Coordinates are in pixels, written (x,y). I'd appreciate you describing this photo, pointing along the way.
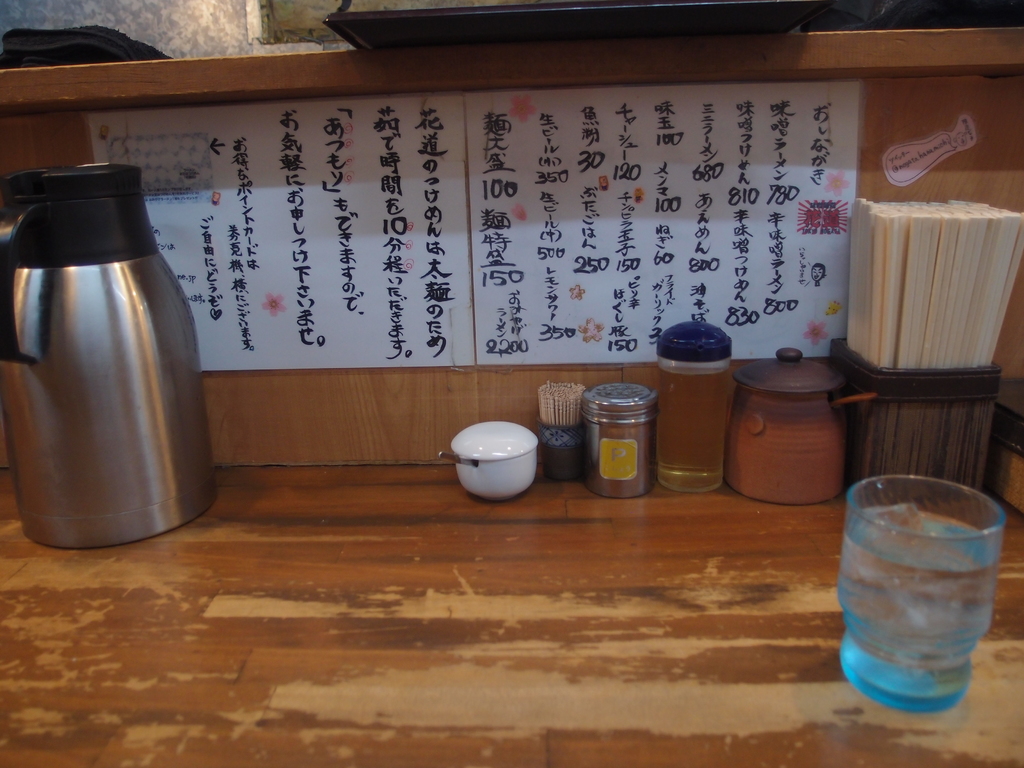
This picture contain a table (300,576) on which flask (162,456), cup (487,467), steel box (600,456), jar (670,426), pot (779,449) and water glass (933,606) are placed on it and behind that, we see a white board (432,196) with some text (560,255) written on it.
